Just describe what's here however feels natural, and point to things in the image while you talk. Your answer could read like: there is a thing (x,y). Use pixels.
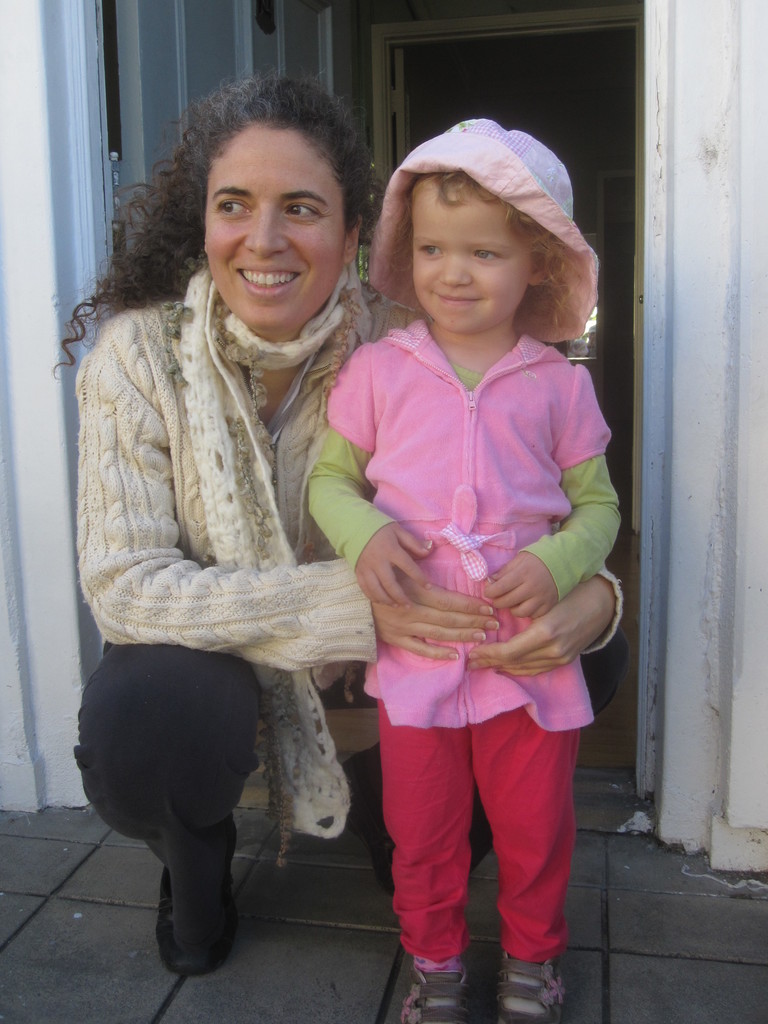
In this image there is a woman (204,438) who is holding the girl (453,463). In the background (327,65) there is a door (273,24). The woman (200,434) is in squat position.
